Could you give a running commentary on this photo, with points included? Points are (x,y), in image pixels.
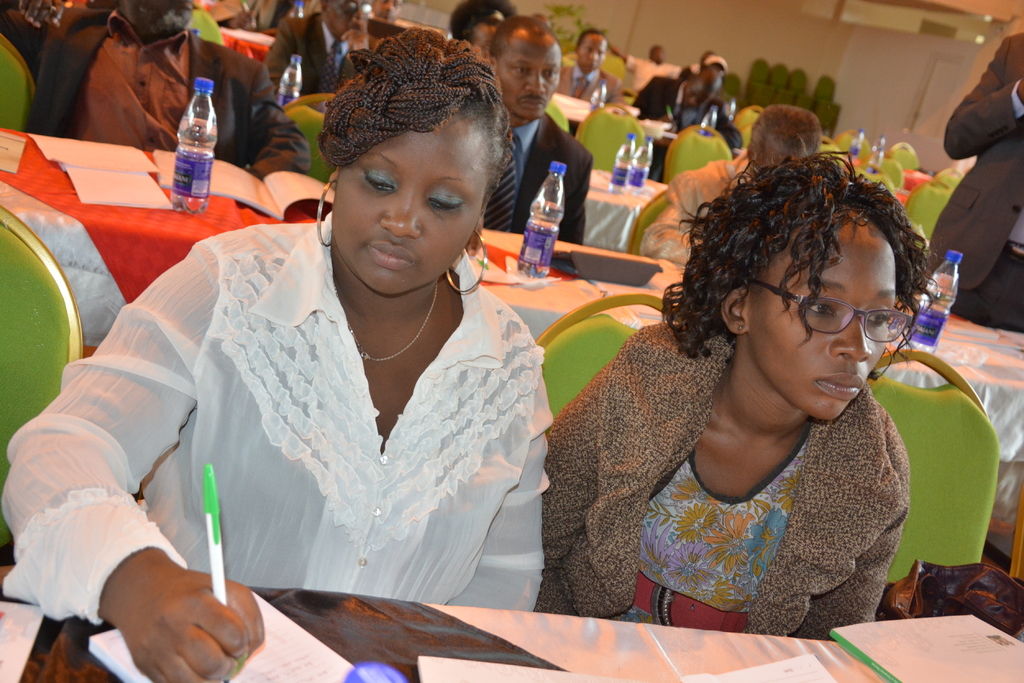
In this picture I can see two women (490,463) one of them is writing and other one looking somewhere else and there are some chairs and tables (188,230), water bottles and papers (298,665) on the table (230,224) and there are some people (533,118) behind her.
